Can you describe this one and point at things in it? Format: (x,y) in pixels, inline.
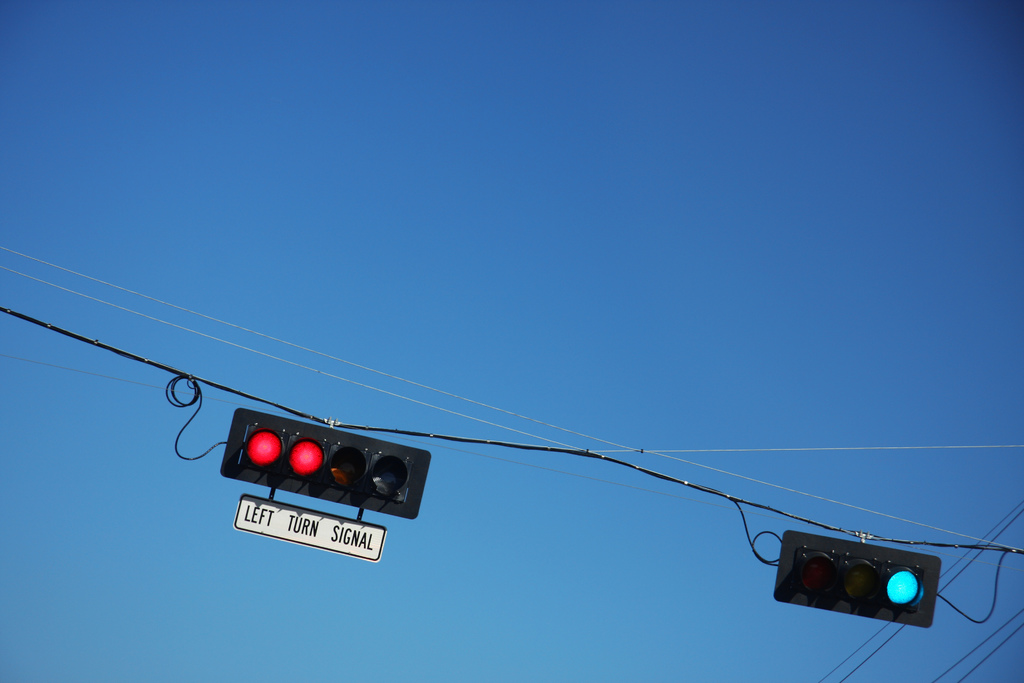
In this picture I can see there are traffic lights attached to the cable (913,540) and the sky (463,282) is clear.
